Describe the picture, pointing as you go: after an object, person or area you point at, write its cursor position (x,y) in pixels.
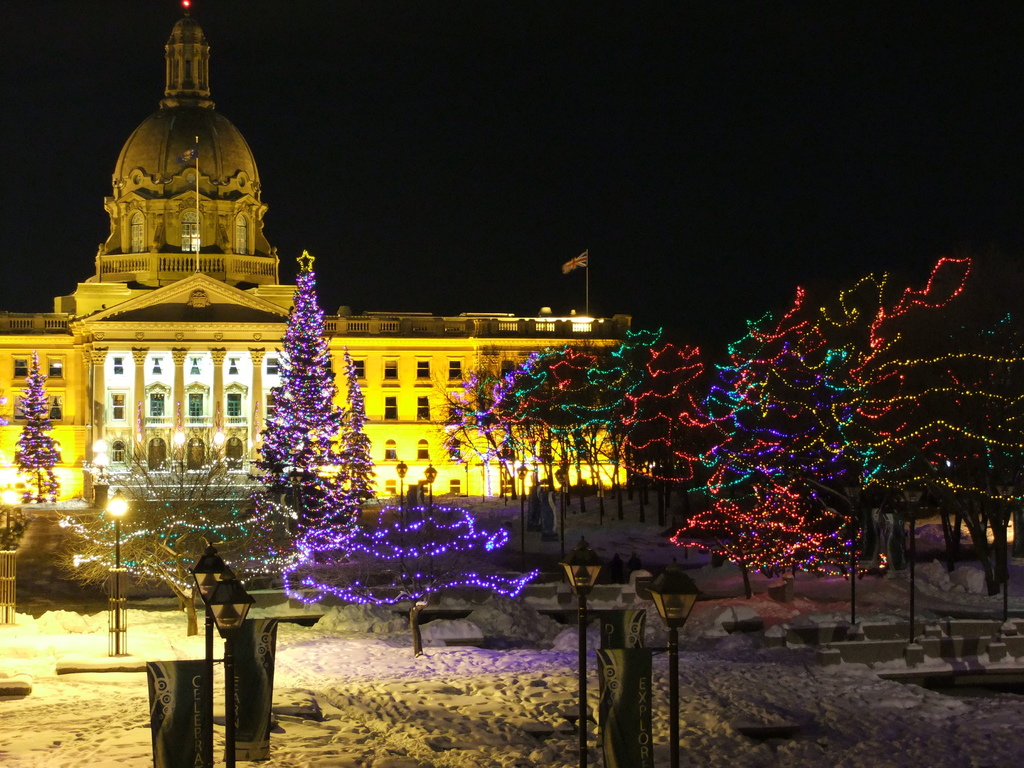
In this image there is a palace (118,350) in the background (110,354). The picture is taken in the nighttime. There is a flag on the palace (408,350). On the right side (898,441) there are trees (652,415) with the lights (819,445). At the bottom (796,711) there is snow (745,693). There are lamps (582,624) in the middle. The trees (407,508) are decorated with the lights (489,544).
